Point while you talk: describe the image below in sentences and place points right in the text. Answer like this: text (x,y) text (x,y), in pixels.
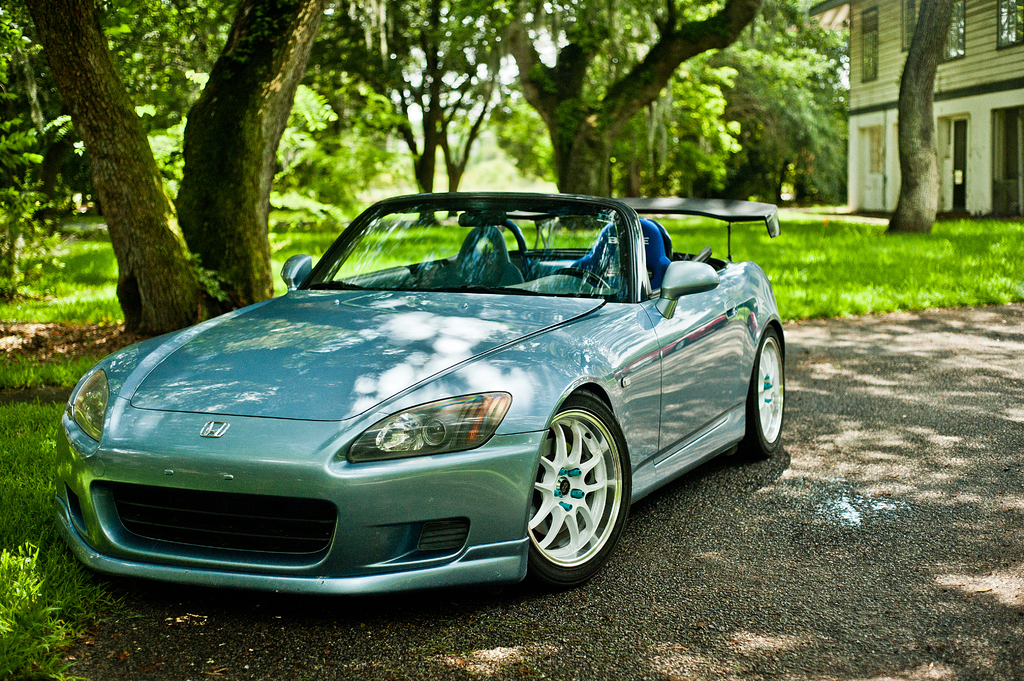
In the middle (469,310) I can see a car (436,520) on the road (701,574). In the background (171,295) I can see grass (45,313), trees (188,270), the sky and a building (877,175). This image is taken during a sunny day.
